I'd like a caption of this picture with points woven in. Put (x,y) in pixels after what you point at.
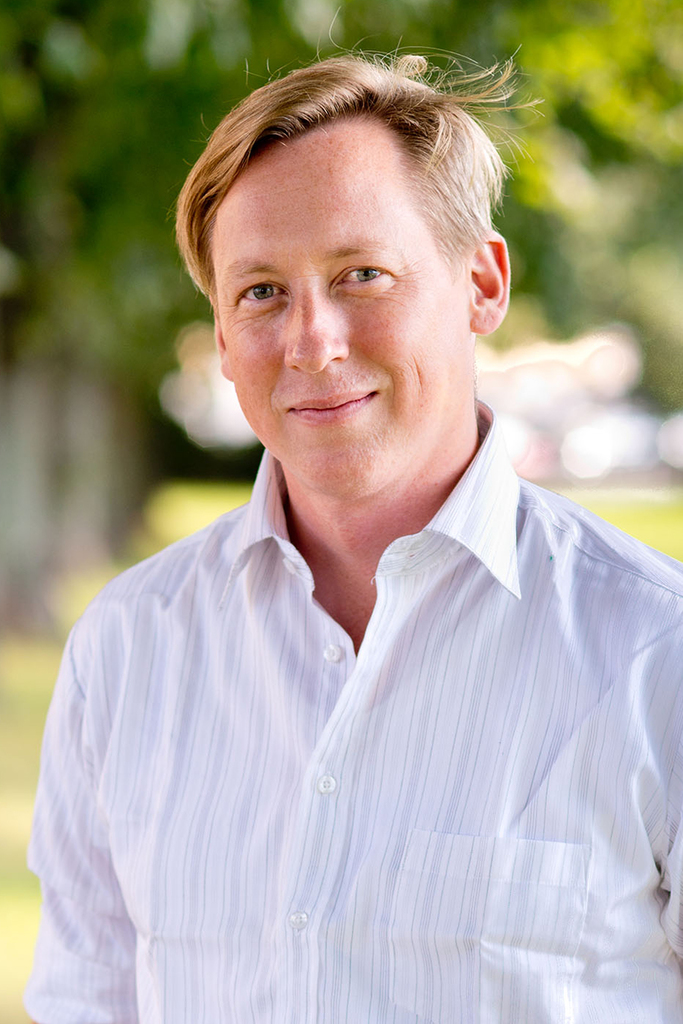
In this image there is a man (381,423) smiling, and there is blur background (614,15).
